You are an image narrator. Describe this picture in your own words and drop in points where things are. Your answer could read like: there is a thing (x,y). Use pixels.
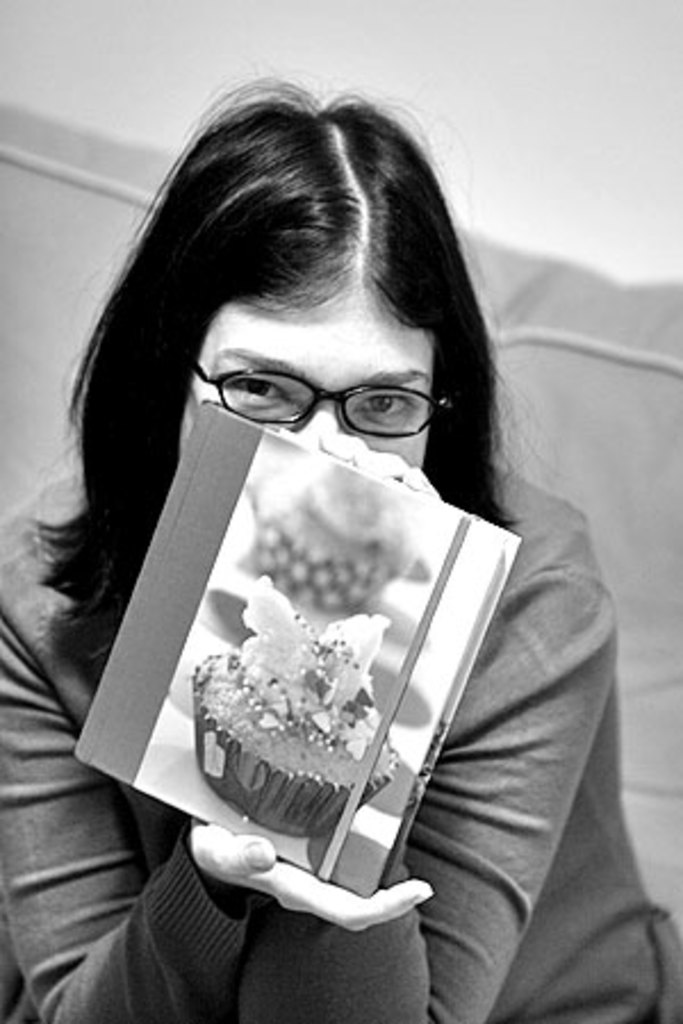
In this image I can see the black and white picture of a woman (527,871) wearing glasses (409,434) and dress (474,881) is holding a book (312,855) in her hand (282,881) and I can see the white colored background (544,136).
